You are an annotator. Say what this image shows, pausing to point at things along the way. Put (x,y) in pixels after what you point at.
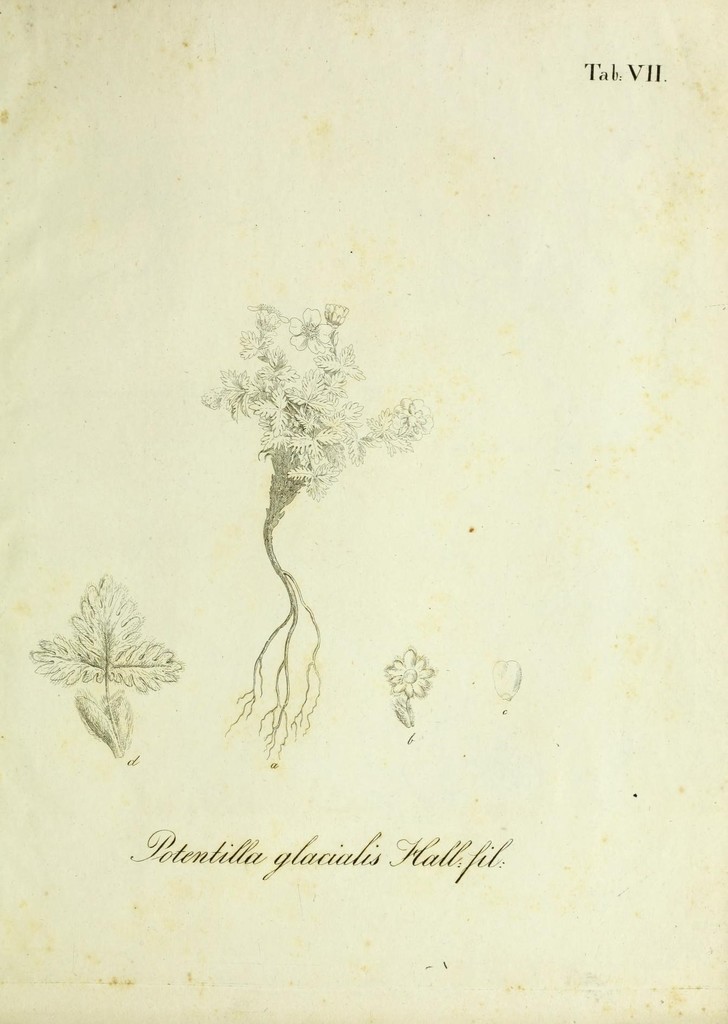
In this image there is a painting (299,718) of a plant (308,452), leaves (114,615), and a flower (405,681) in the middle of this image (409,671). There is some text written in the bottom of this image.
